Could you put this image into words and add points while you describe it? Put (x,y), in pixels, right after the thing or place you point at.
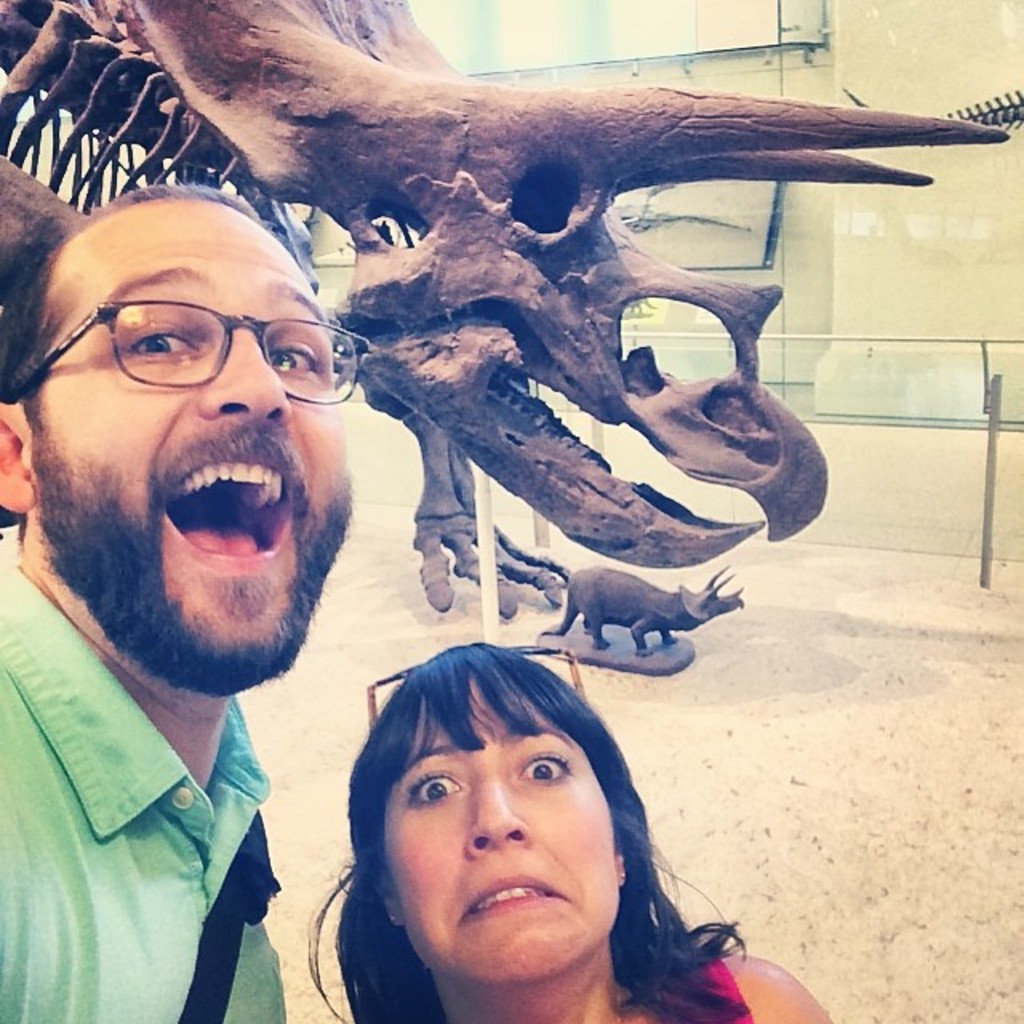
In this image, we can see two persons (544,818) in front of dinosaur fossil (433,298). The person (202,463) who is on the left side of the image (92,516) wearing clothes (48,690) and spectacles (209,379).
